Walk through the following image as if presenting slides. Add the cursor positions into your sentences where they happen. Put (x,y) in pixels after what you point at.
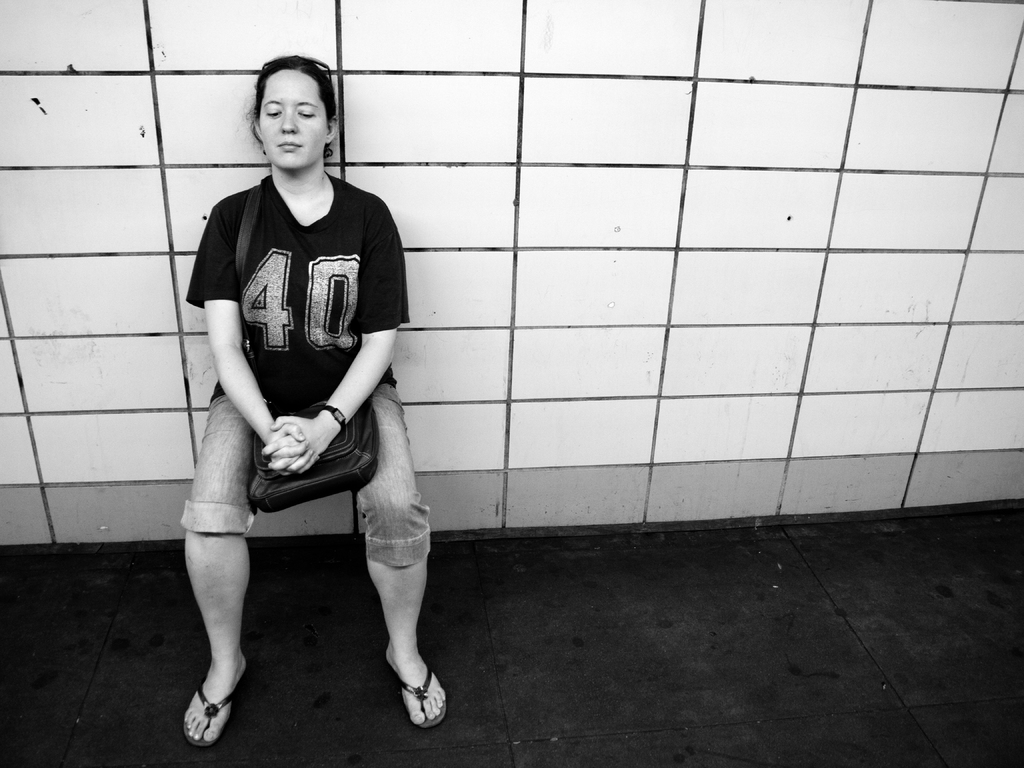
In this image there is a woman (339,247) performing wall chair exercise, the woman (409,484) is wearing a bag (312,469).
